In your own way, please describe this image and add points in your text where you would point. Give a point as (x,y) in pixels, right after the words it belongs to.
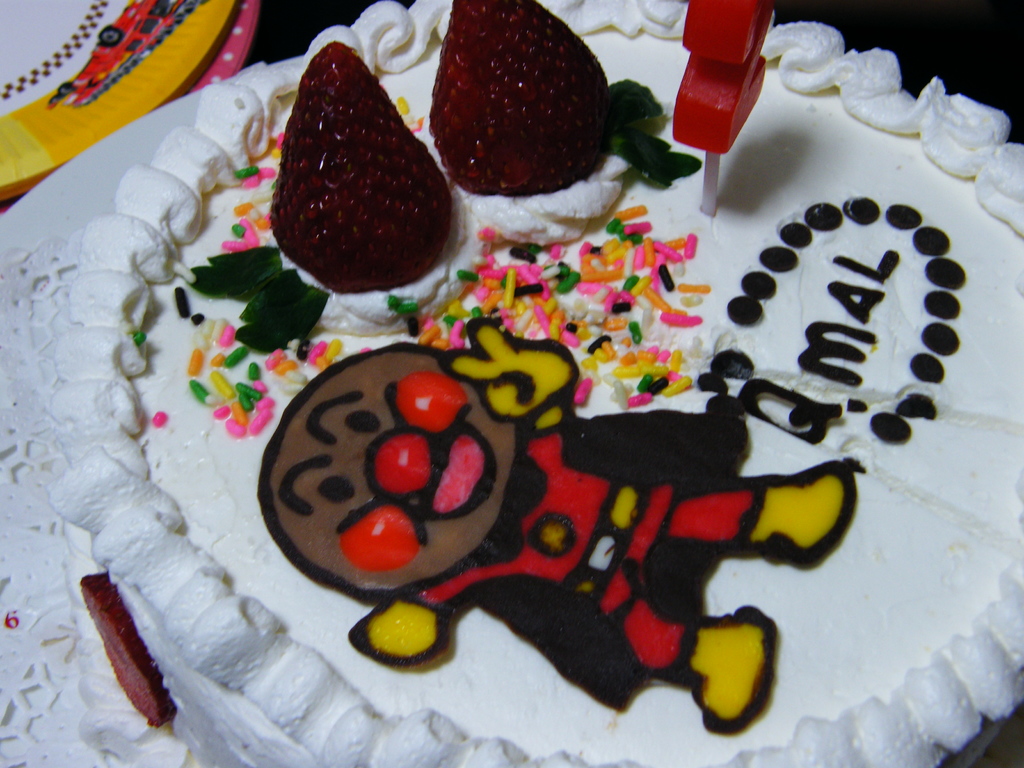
In this image, we can see a cake (187,533) contains strawberries (411,144) and depiction (521,491) of a person (534,585).
